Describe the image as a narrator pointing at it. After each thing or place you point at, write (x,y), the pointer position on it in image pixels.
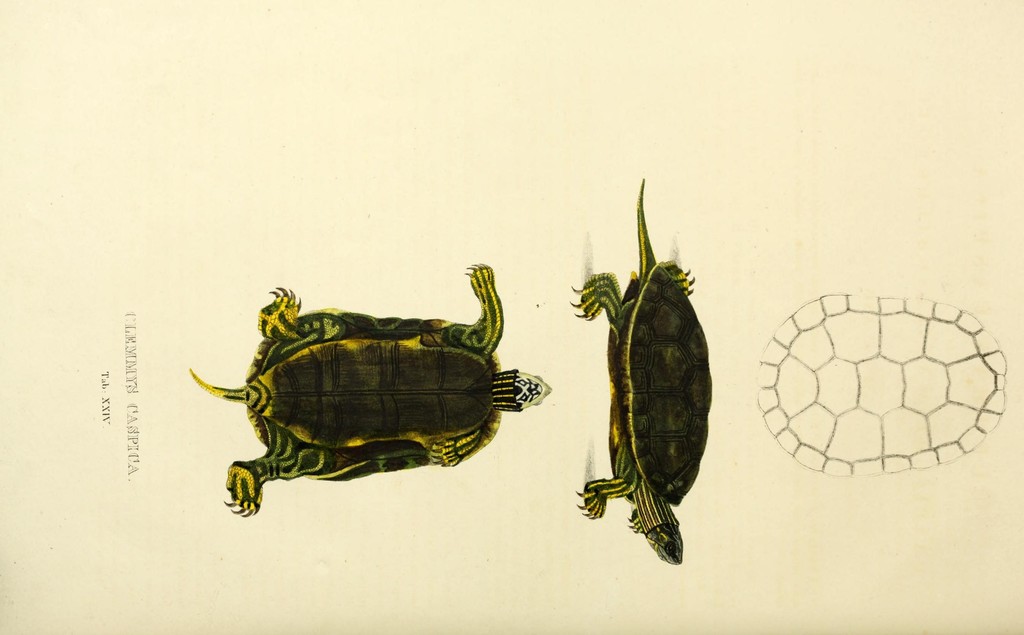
This is a picture of drawing (799,132). We can see tortoises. On the left side of the picture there is something written.
